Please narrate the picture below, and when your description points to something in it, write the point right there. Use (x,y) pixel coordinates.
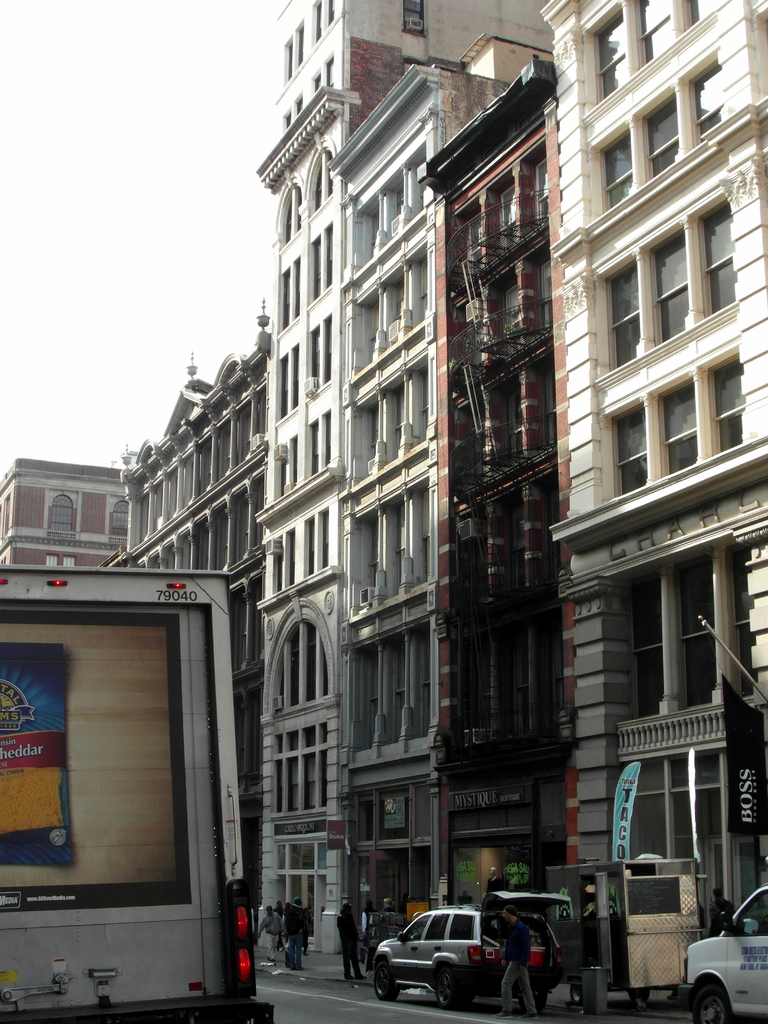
In the picture we can see the building (644,753), near the building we can see three vehicles (113,1019) and some people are standing and on the top of the building (266,428) we can see the sky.
